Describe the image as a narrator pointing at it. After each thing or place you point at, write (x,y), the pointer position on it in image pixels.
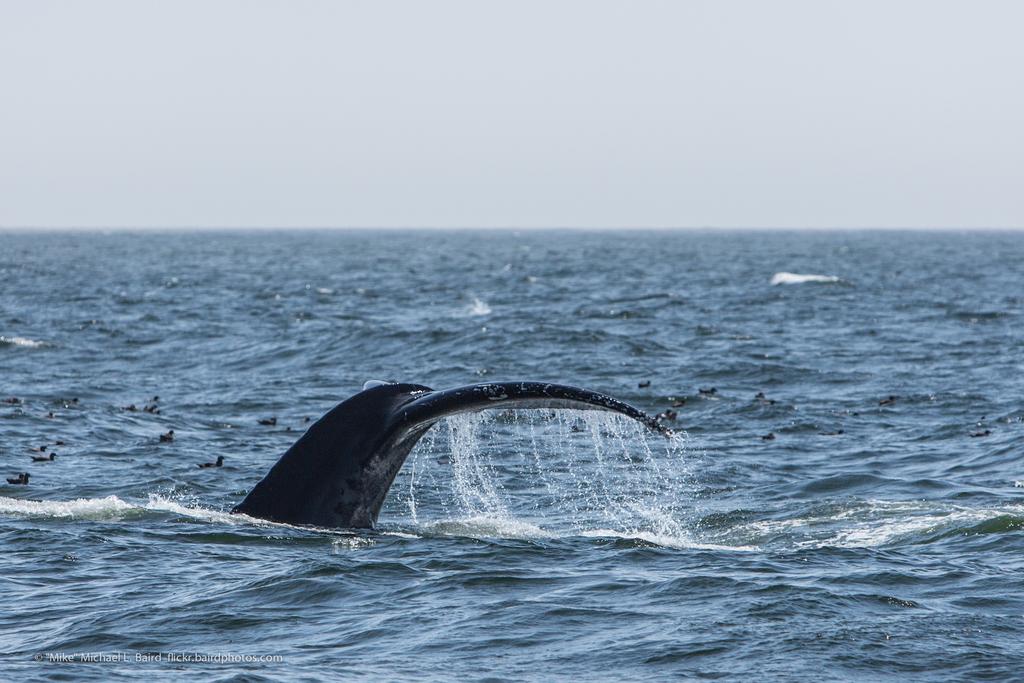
In this image we can see a whale (370,495) in the water (294,556), birds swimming in the water (653,340) and sky (324,144).
